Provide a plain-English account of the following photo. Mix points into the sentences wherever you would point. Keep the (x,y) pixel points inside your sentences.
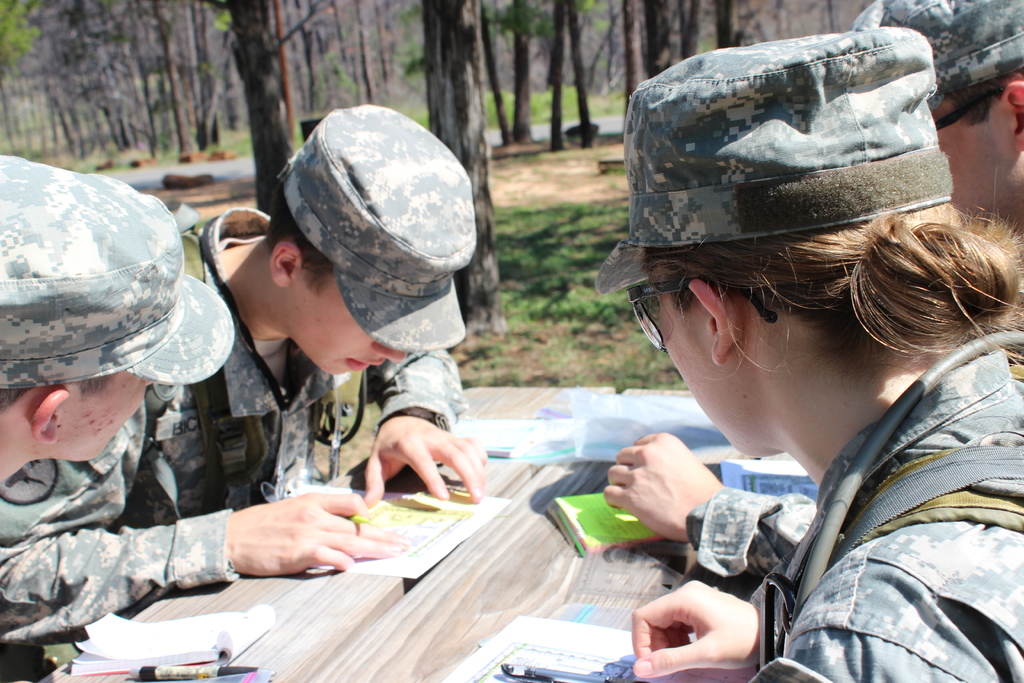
In this image we can see few persons (70,518) are at the table (483,589) and all of them have caps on their heads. On the table (481,587) there are papers (541,636), pens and a book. In the background (68,143) there are trees (333,91), stones (199,184), grass (91,164) and path (191,168).
